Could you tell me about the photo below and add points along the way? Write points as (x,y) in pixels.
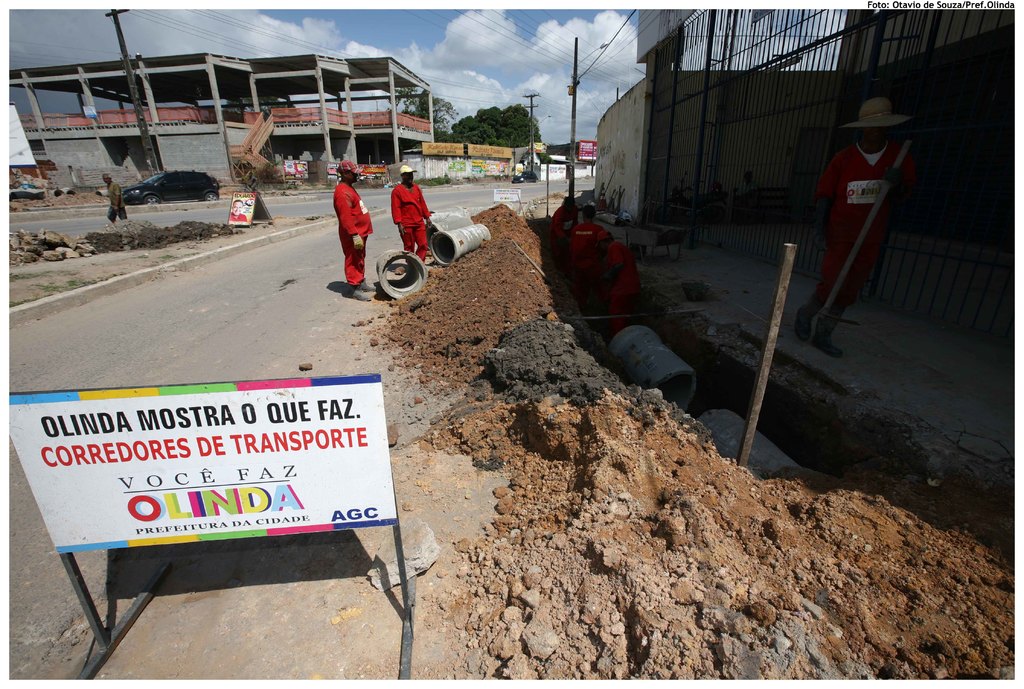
In this picture there are few persons (587,209) in the right corner (828,204) and there are few buildings (348,118) and trees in the background (272,121).
